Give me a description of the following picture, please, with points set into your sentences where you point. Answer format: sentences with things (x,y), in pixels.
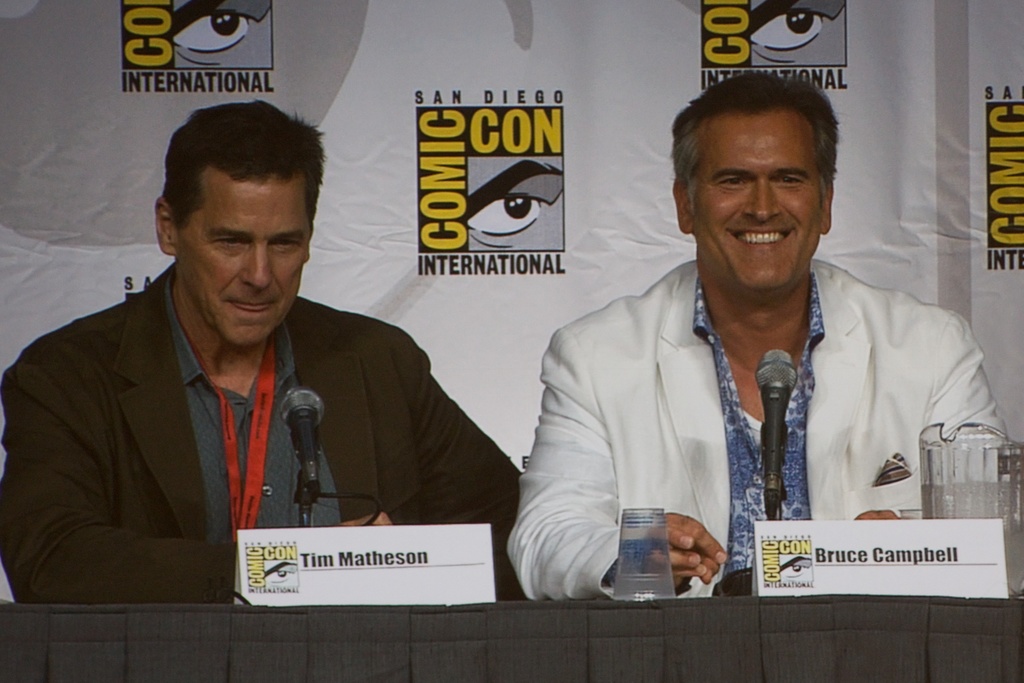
As we can see in the image there are two people (215,200) sitting on chairs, banner (524,427) and a table (686,650). On table (702,630) there are glasses (649,537) and mics (307,449).
